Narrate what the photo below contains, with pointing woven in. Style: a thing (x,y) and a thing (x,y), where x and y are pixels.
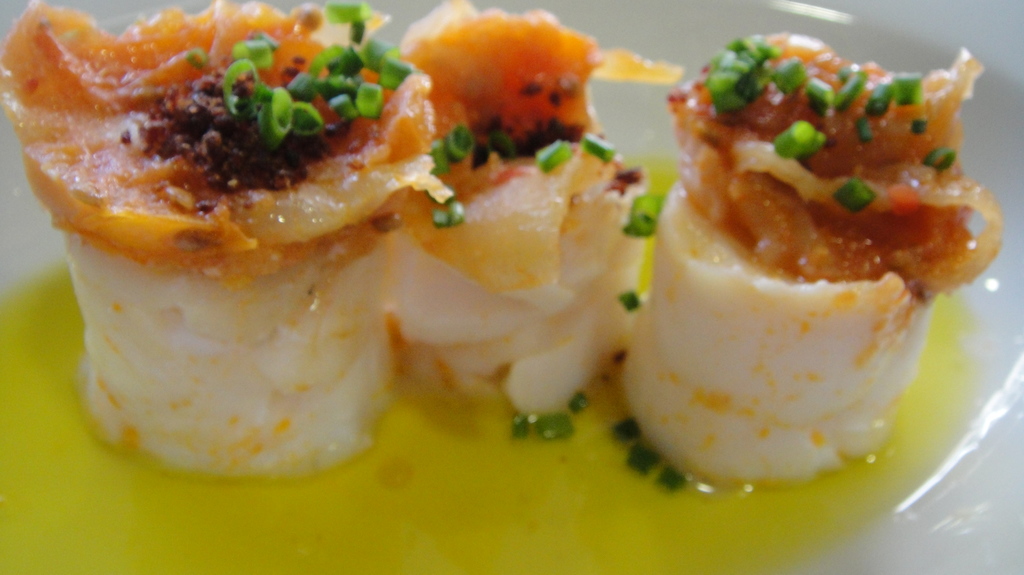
In this image, we can see some rolls (550,317) which are very well garnished with orange in color and also some chives (293,118) are present on them and all these rolls (436,349) are dipped in the sauce (303,550).
